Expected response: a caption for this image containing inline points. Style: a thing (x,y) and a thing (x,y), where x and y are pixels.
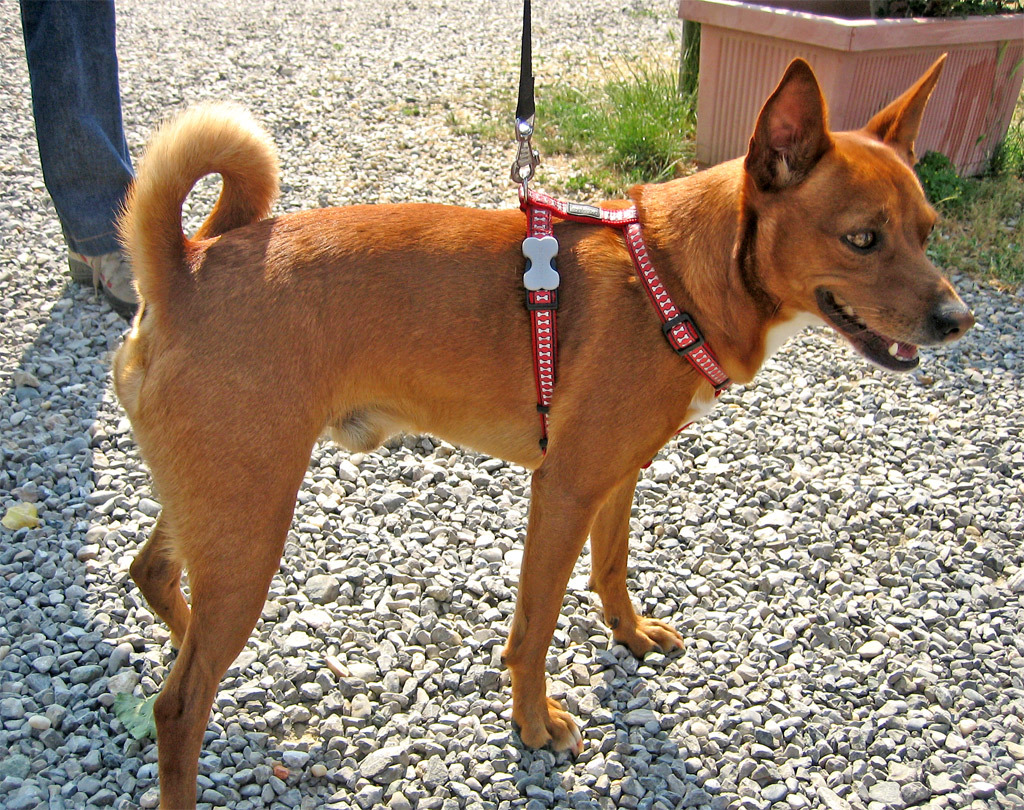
In the foreground of the image (817,145), a dog (878,145) is standing on the gravel ground (740,562), which is of light brown in color and a red color belt (546,375) is there on it. On the top left (113,86) a person's leg (113,89) is visible who is wearing a blue color jeans (92,169). On the top right (688,90) grass (674,73) is visible and a house plant pot (976,39) is visible. This image is taken during day time on the ground (630,552).
